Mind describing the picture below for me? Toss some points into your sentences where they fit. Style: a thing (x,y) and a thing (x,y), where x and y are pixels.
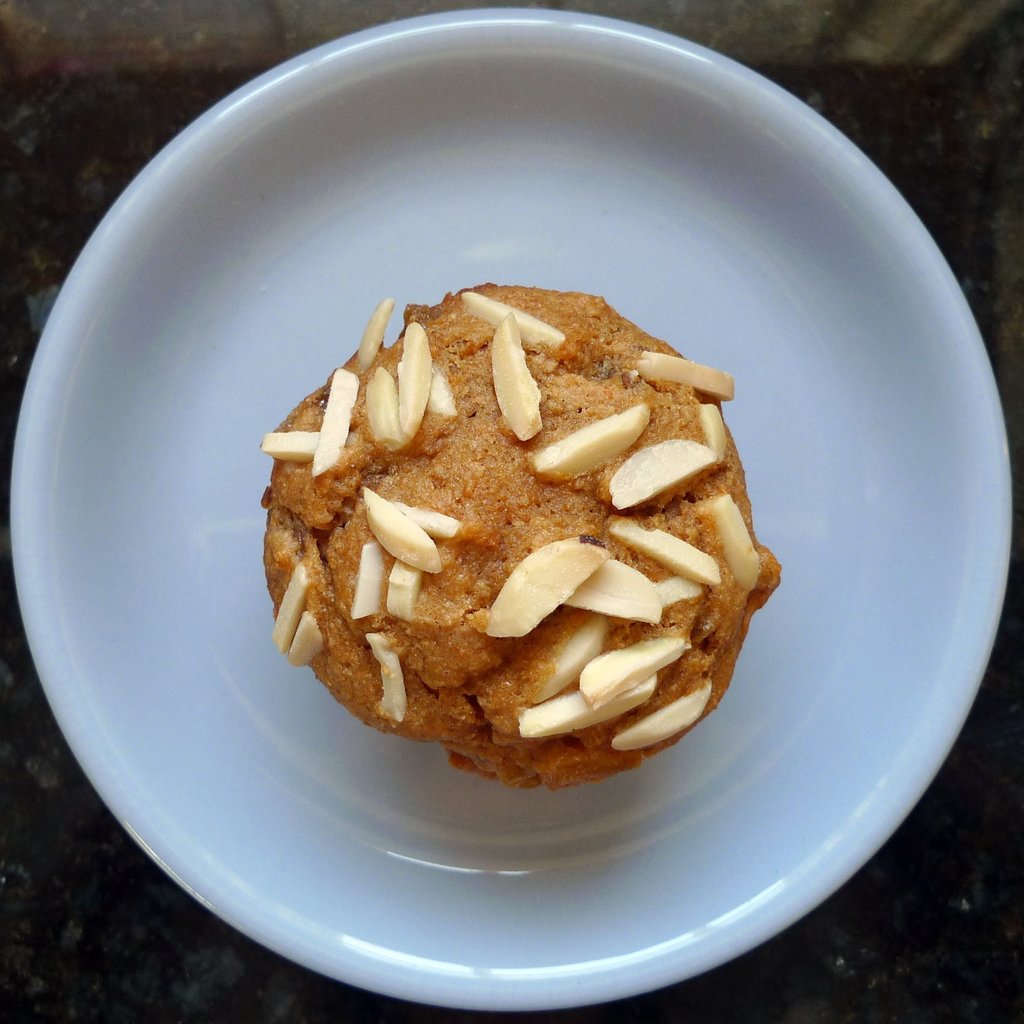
In this image we can see a cupcake (461,645) kept on the light blue color plate (381,212) which is placed on the black color surface (300,24).
